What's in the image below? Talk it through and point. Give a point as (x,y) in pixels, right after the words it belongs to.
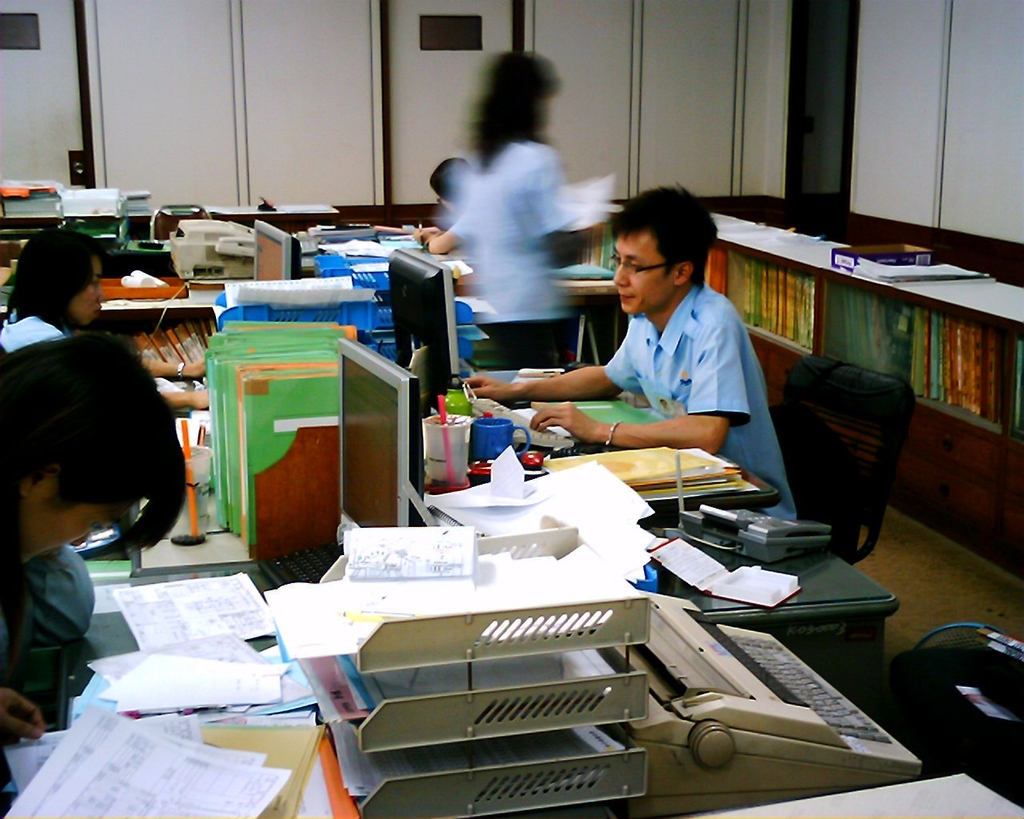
In this image I can see few people (456,222) are sitting on chairs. I can also see number of files (243,730), papers (229,794) on these tables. I can also see few monitors (439,297). I can see most of them are wearing same dresses (501,279).
